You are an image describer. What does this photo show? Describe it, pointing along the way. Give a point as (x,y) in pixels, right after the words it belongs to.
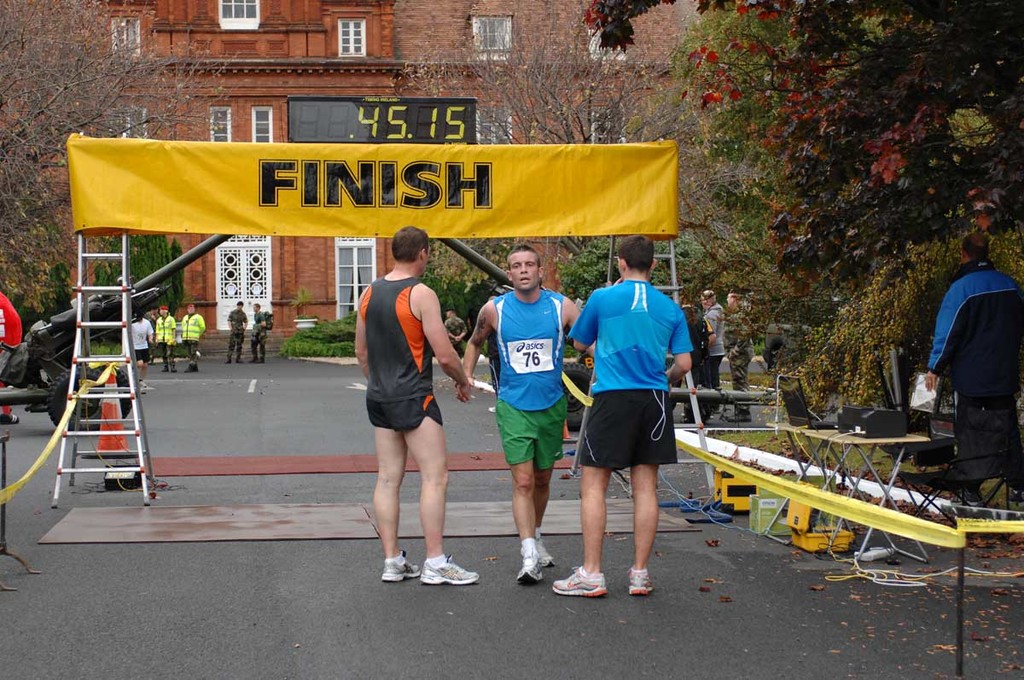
In the foreground of the picture (281,450) there are three persons (623,403) on the road (247,495). In the center of the picture (461,230) there is a banner (425,173), clock (375,140) and ladder (696,398). On the right (861,418) there are desks (848,428), printers (872,430), electronic gadgets (864,554), cables (934,572), cart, plants (827,407), grass (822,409) and trees (879,158). In the background (217,336) there are people (193,330), vehicle (56,324), trees (111,93), building (273,72), doors (253,259) and windows (345,41).
